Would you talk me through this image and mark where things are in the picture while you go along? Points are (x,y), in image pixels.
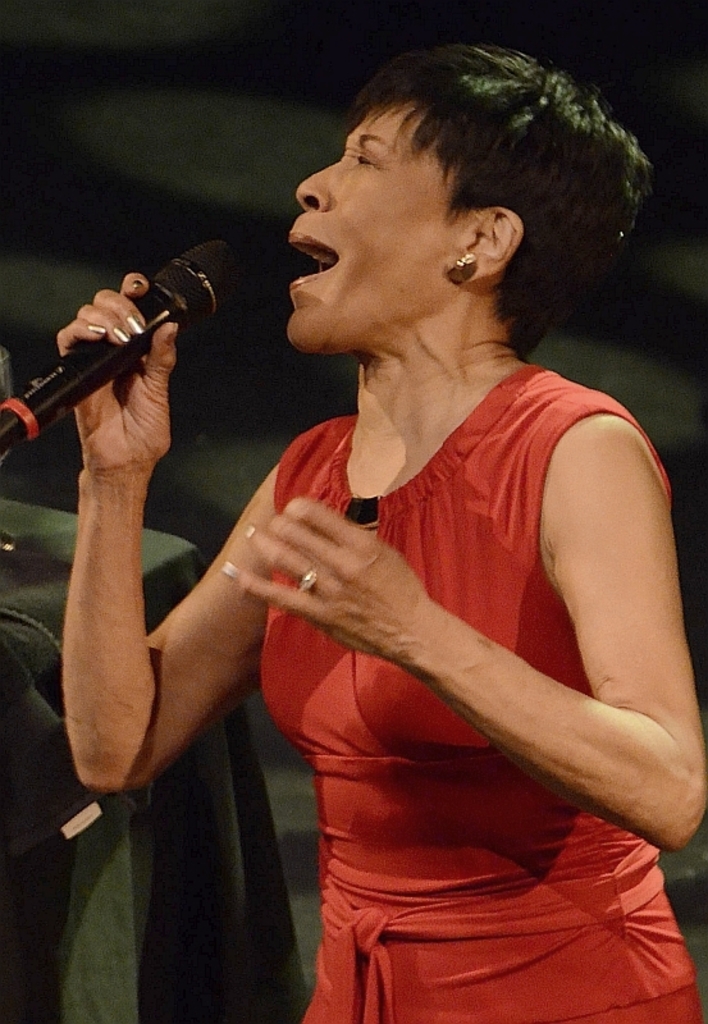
In this image we can see a woman (315,691) wearing red dress (284,657) is holding a mic (132,341) in her hand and singing. Here we can see a grey color jacket (52,729) and the background of the image (700,115) is dark and blurred.
